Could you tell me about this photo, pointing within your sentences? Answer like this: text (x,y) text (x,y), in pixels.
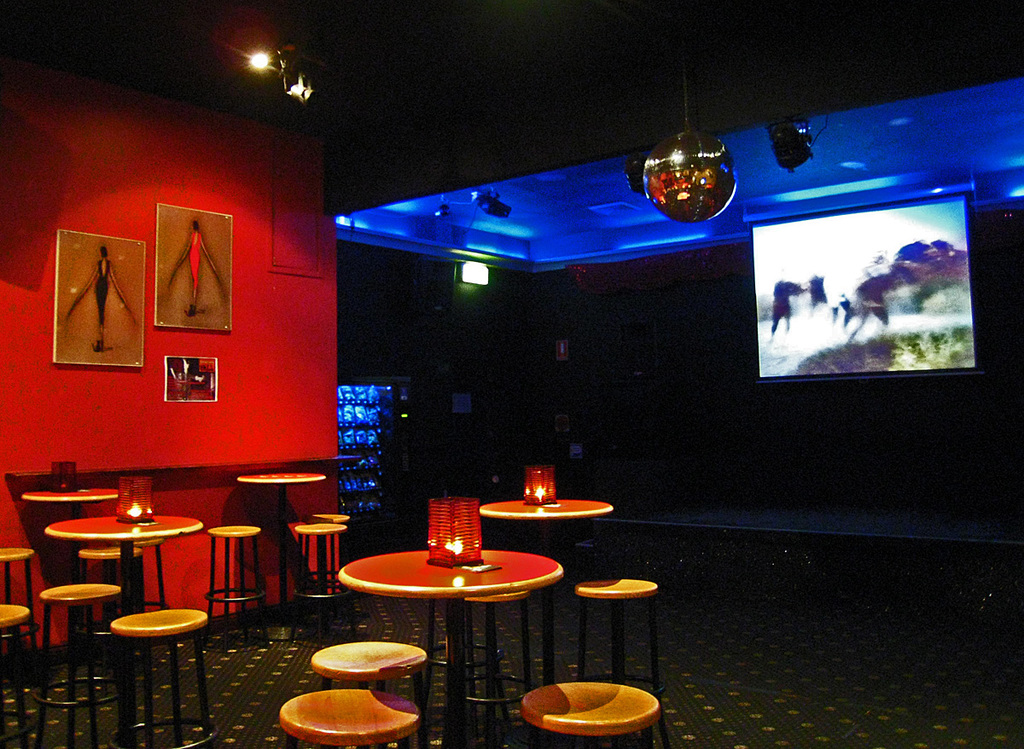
In this image we can see the tables (96,528) and chairs (376,659) on the floor (314,619). Here we can see the candle lights (437,518) on the table (533,517). Here we can see the photo frames (159,282) on the wall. Here we can see the screen (873,233) on the right side (829,264). Here we can see the lighting arrangement (267,62).
